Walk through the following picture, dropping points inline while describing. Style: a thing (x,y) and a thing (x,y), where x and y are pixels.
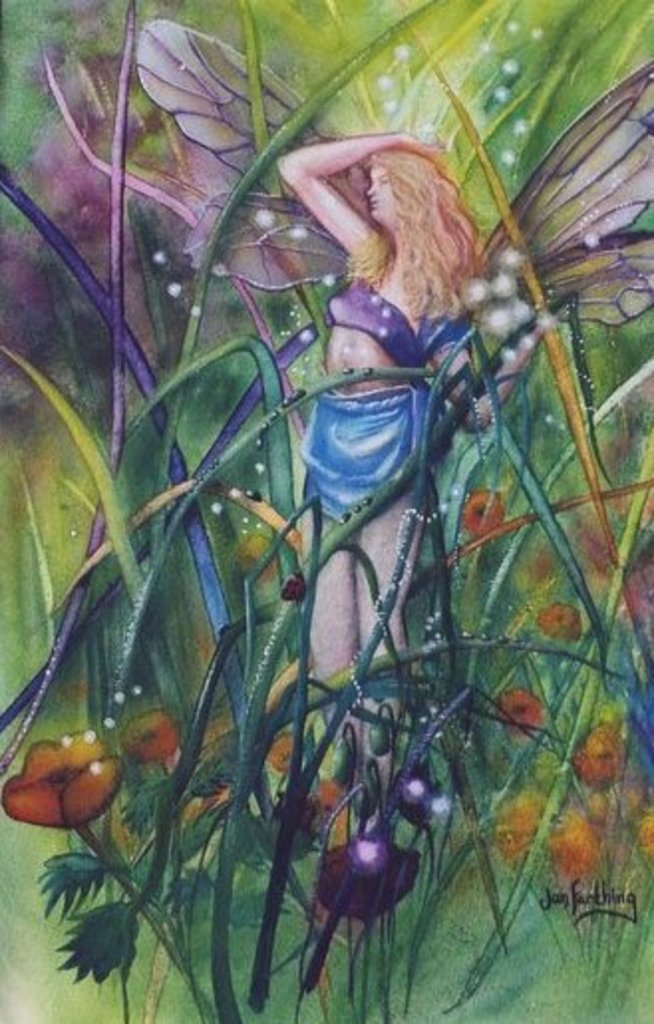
This is a painting. In this image there is a painting of a woman (374,193) and she has wings (599,260) and there are plants (281,504) and there are flowers (13,784). At the bottom right (631,918) there is a text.
